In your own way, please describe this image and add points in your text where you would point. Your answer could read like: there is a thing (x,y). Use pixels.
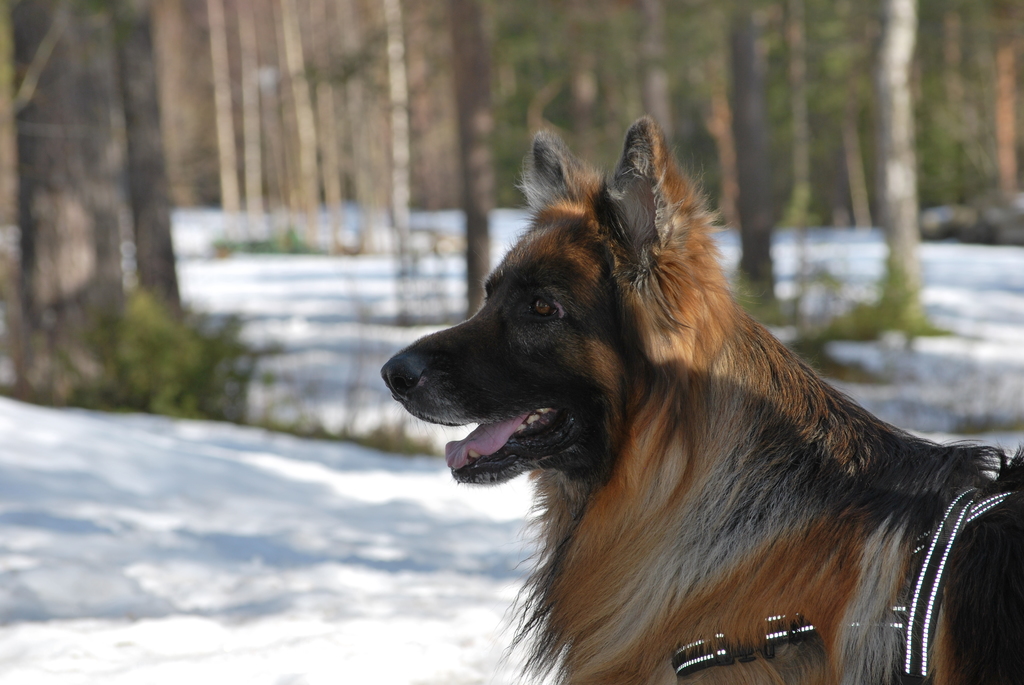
This image is taken outdoors. In the background (170,205) there are many trees (882,142) and a few plants (188,354). At the bottom of the image (206,624) there is a ground (274,606) covered with snow (292,368). On the right side of the image (720,505) there is a dog (774,535) on the ground (162,639).
